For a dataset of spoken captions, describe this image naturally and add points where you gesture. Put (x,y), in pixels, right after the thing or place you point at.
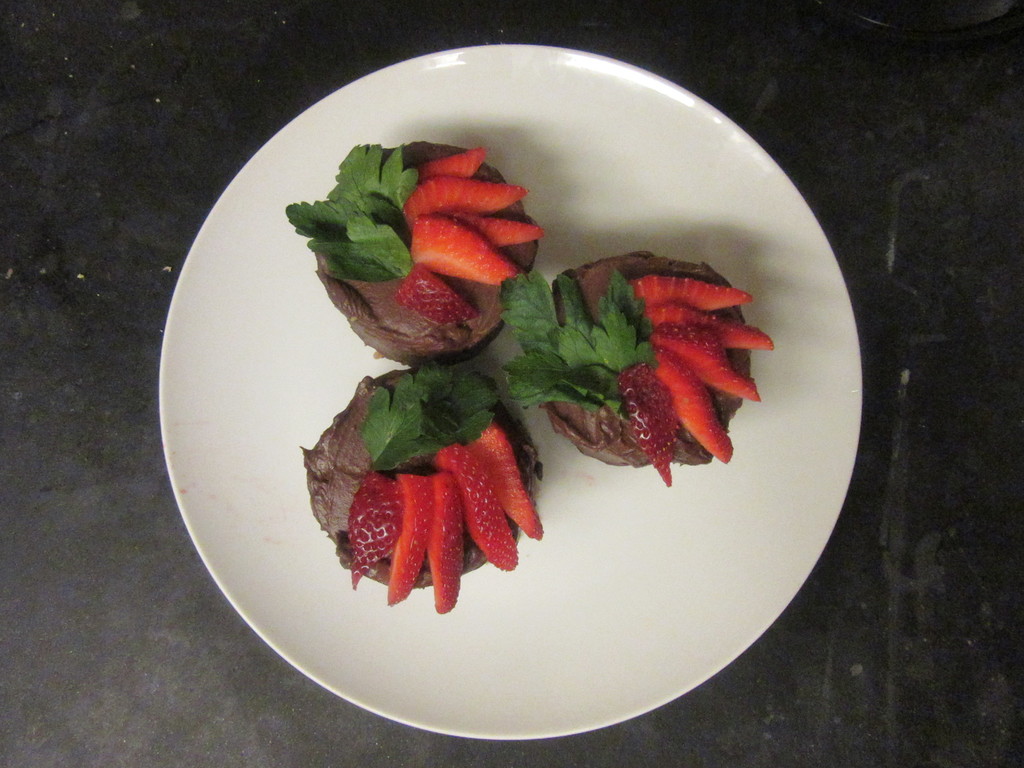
In this image in the center (628,507) there is one plate (282,343), and in the plate (657,570) there are some fruits (513,494) and in the background (868,555) there is a table (257,688).
